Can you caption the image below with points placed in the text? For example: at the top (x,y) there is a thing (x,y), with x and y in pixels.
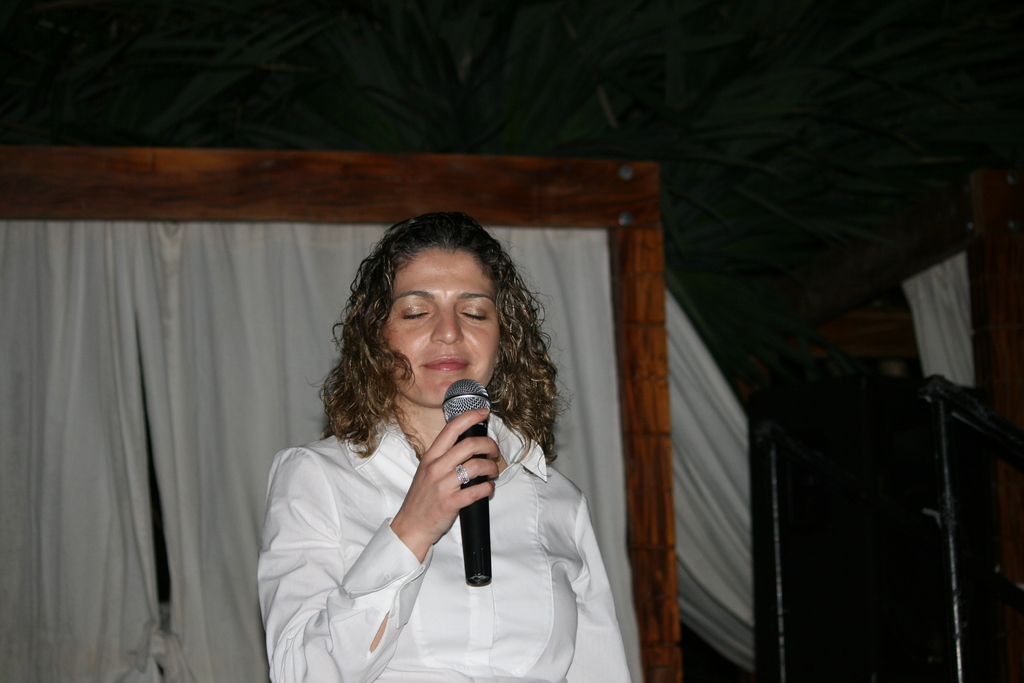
In this image we can see one person (360,291) and holding the microphone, behind we can see the wooden object (636,263) and curtains (167,295), in the bottom right corner (957,588) we can see an object (798,556).
